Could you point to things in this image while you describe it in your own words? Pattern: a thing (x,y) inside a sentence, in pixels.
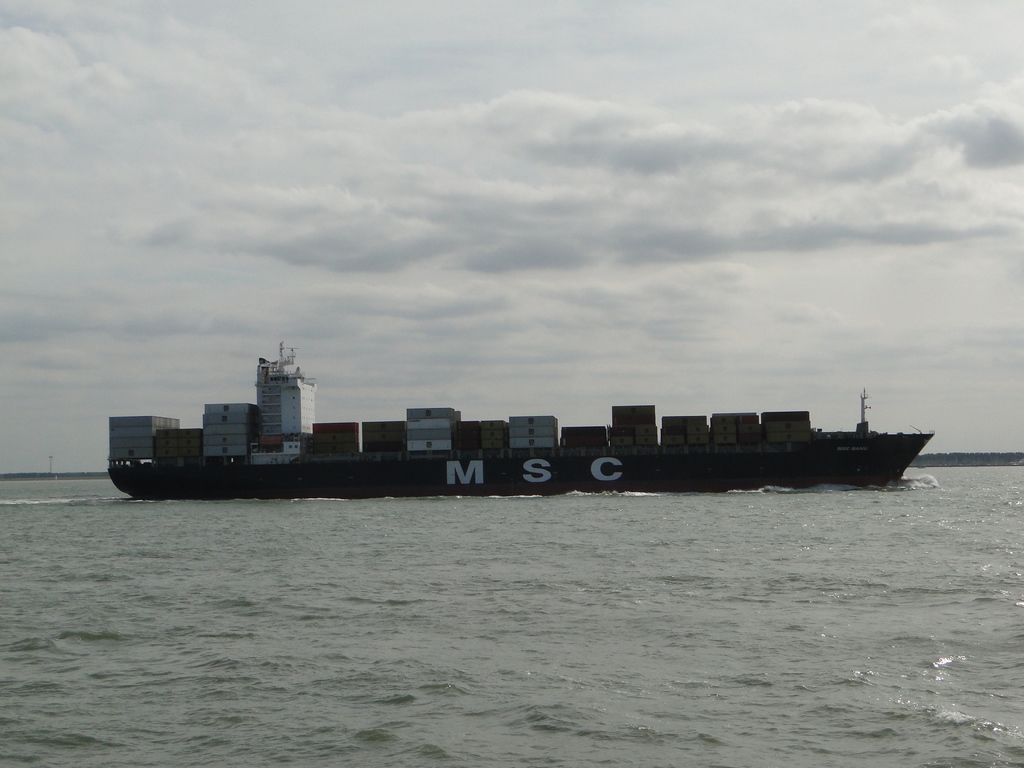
In this image there is a ship (558,483) on the sea (954,551), in the background (999,71) there is the sky (496,219).
